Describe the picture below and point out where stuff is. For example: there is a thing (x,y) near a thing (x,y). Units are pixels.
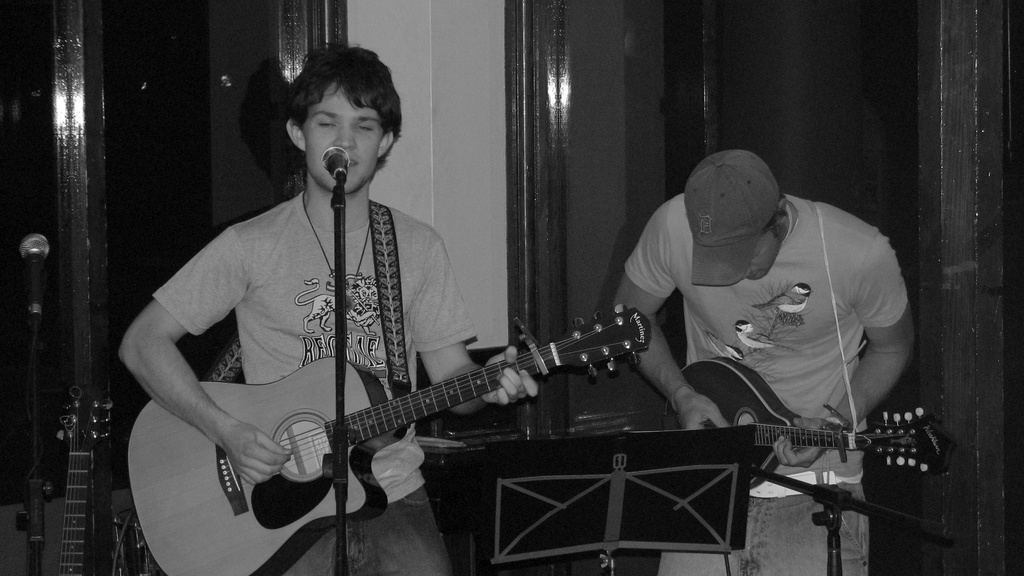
In this image, There are two boys (846,531) standing and holding the music instruments (702,391) and there is a microphone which is in black and a boy (357,226) singing in the microphone (345,246) and in the background (796,114) there is a black color door (711,67).
